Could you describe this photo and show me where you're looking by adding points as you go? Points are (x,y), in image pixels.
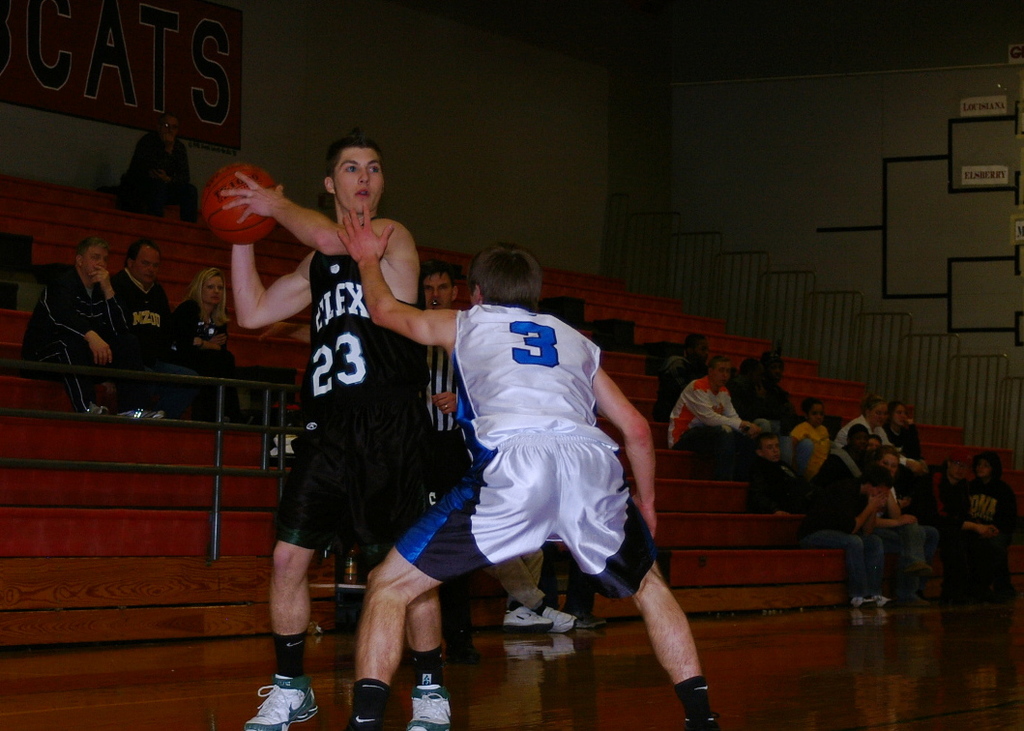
In this image there are two players (384,429) of different teams are playing the basketball. In the background (135,267) there are few people (716,356) sitting and watching the game. On the left side (107,57) top there is a board (197,79) attached to the wall (377,73).
